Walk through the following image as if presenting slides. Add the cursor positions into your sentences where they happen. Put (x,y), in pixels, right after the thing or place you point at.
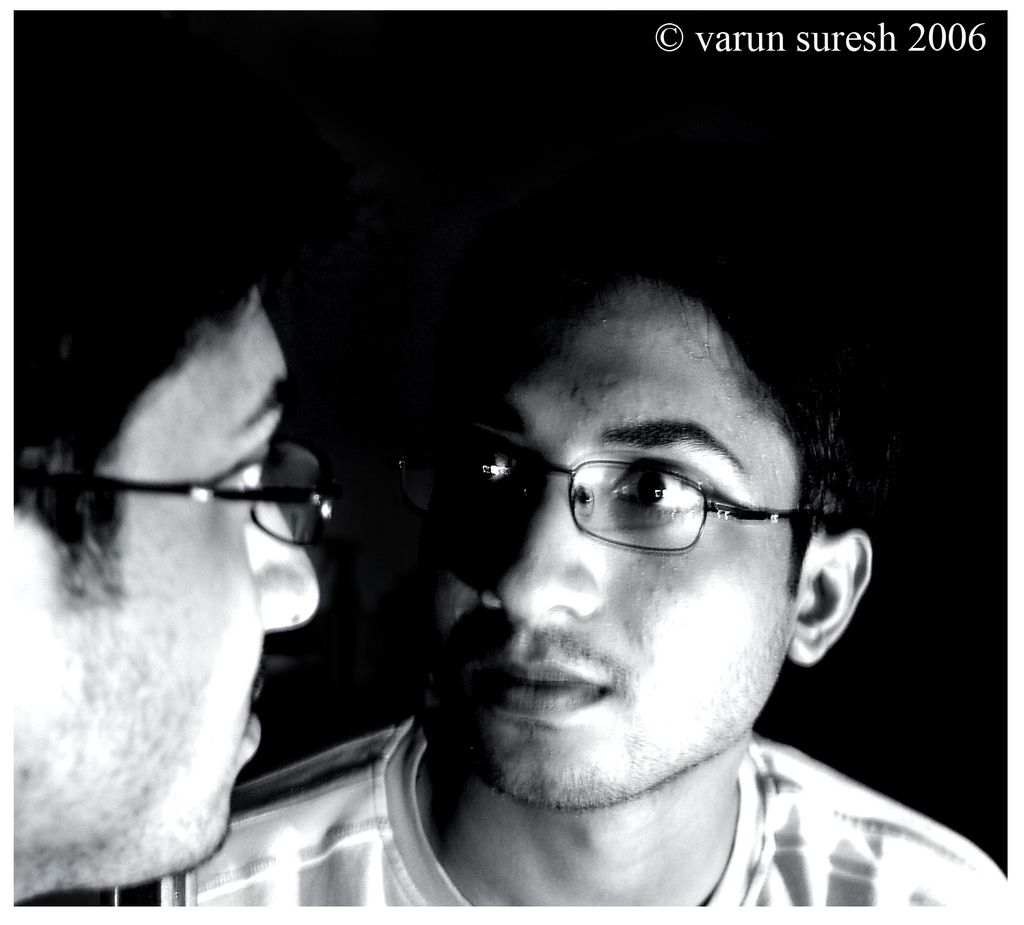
In this picture I can observe a person (173,582) and his reflection (447,417) in the mirror (456,650). The background (385,121) is completely dark.
